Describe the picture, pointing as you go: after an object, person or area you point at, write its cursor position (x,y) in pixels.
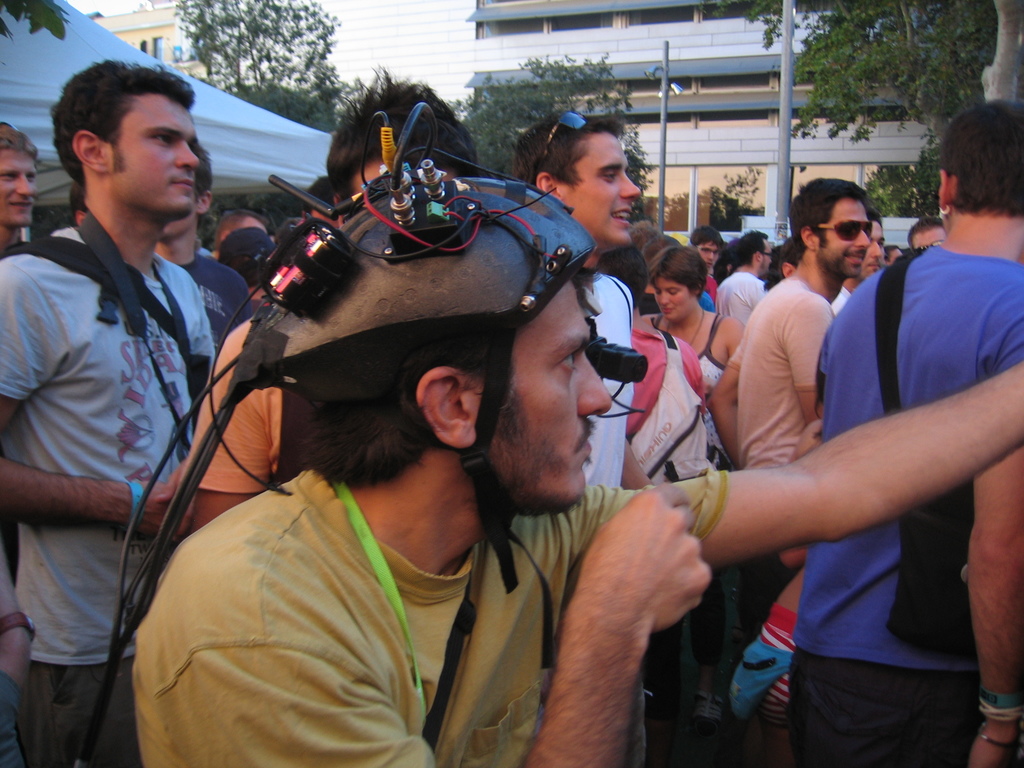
In this picture there is a person (419,607) wearing yellow color T shirt (275,607) and a device (401,276) on his head (525,404). There are some people (57,308) standing. We can observe men (589,176) and women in this picture. On the left side (55,53) there is a white color tent (198,99). In the background (264,67) there are trees (316,77), poles (784,217) and a building (609,42). We can observe a sky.
